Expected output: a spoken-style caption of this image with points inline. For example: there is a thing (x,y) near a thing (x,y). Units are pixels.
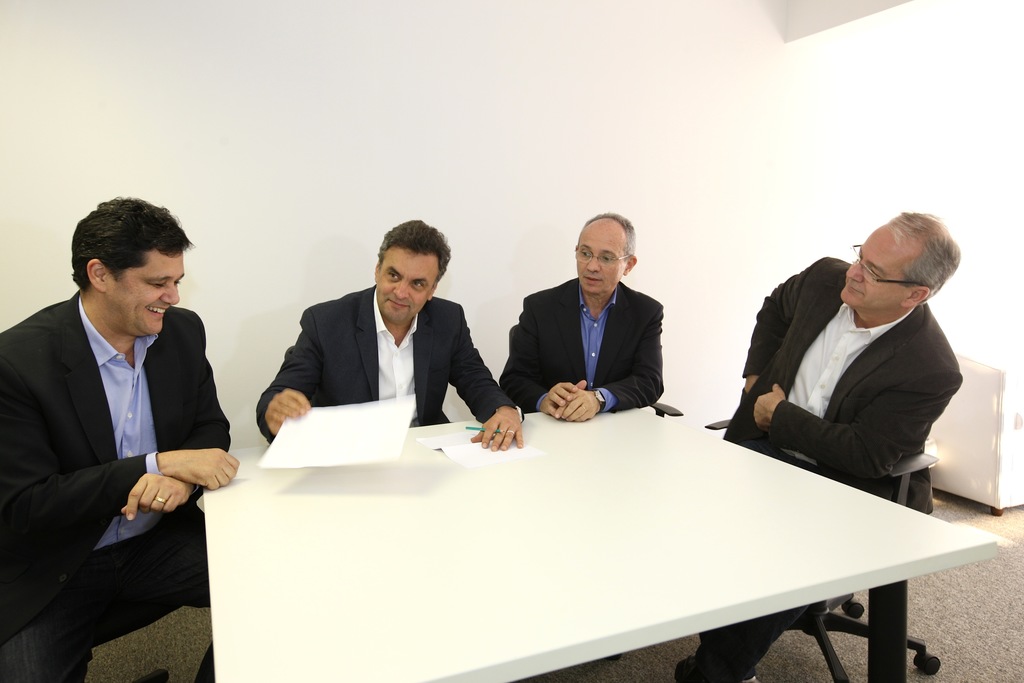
In this image i can see group of men (632,342) who are sitting on a chair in front of a white color table (447,536).
